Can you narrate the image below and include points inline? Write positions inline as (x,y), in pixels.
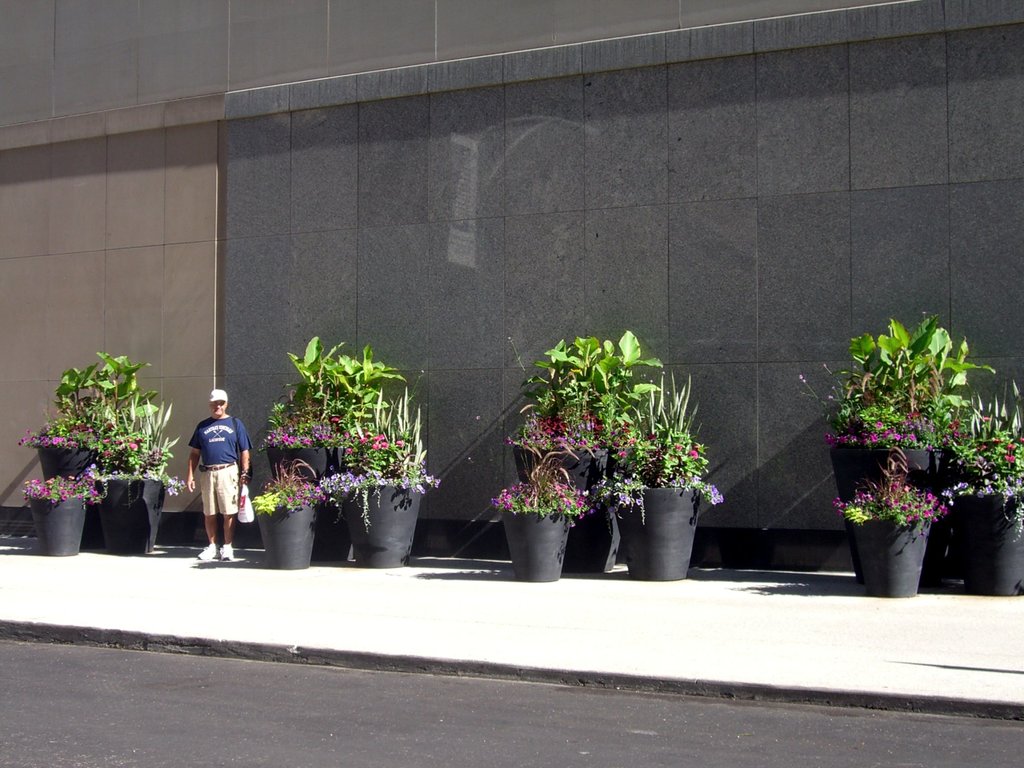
In this image I can see a road (373,689) in the front (565,729) and in the background (106,380) I can see number of plants (515,440). On the left side of this image (237,437) I can see one man (246,450) is standing and I can see he is holding a bag (242,502). I can see he is wearing blue colour t shirt (223,452), shorts (218,486) and a cap (224,398).
